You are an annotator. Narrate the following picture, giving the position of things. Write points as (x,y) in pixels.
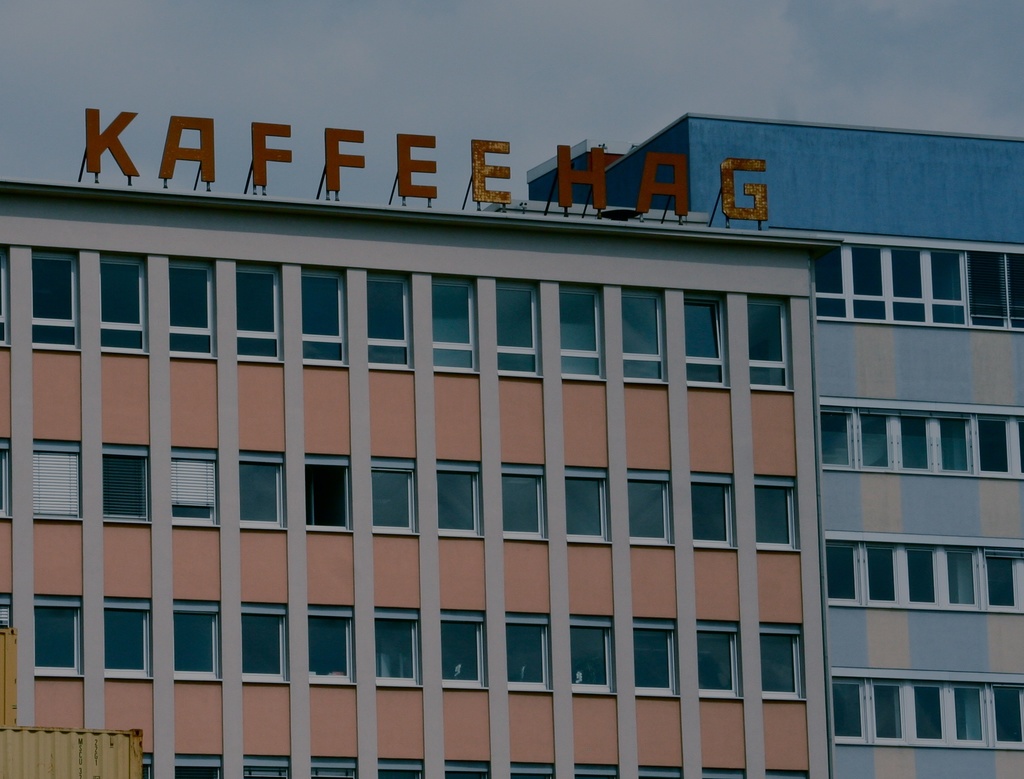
In this picture we can see a building (606,419), at the top of the image (734,210) we can see text (344,132) and clouds (799,64).
